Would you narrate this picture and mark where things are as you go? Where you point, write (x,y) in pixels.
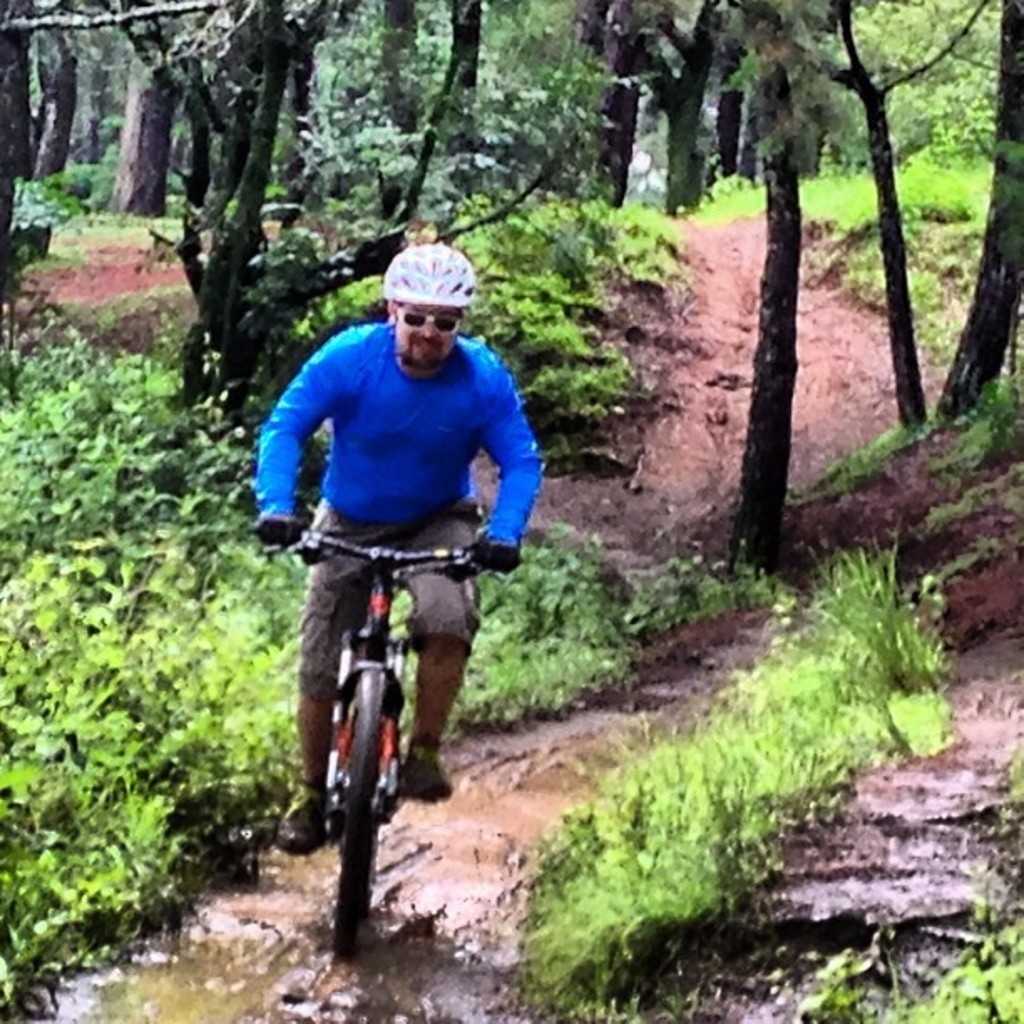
In the center of the image (449,490) there is a person (342,603) riding a bicycle (360,885) wearing a helmet (429,263). At the bottom of the image (426,969) there is mud (37,993), grass (578,997). In the background of the image (254,142) there are trees (443,25).
